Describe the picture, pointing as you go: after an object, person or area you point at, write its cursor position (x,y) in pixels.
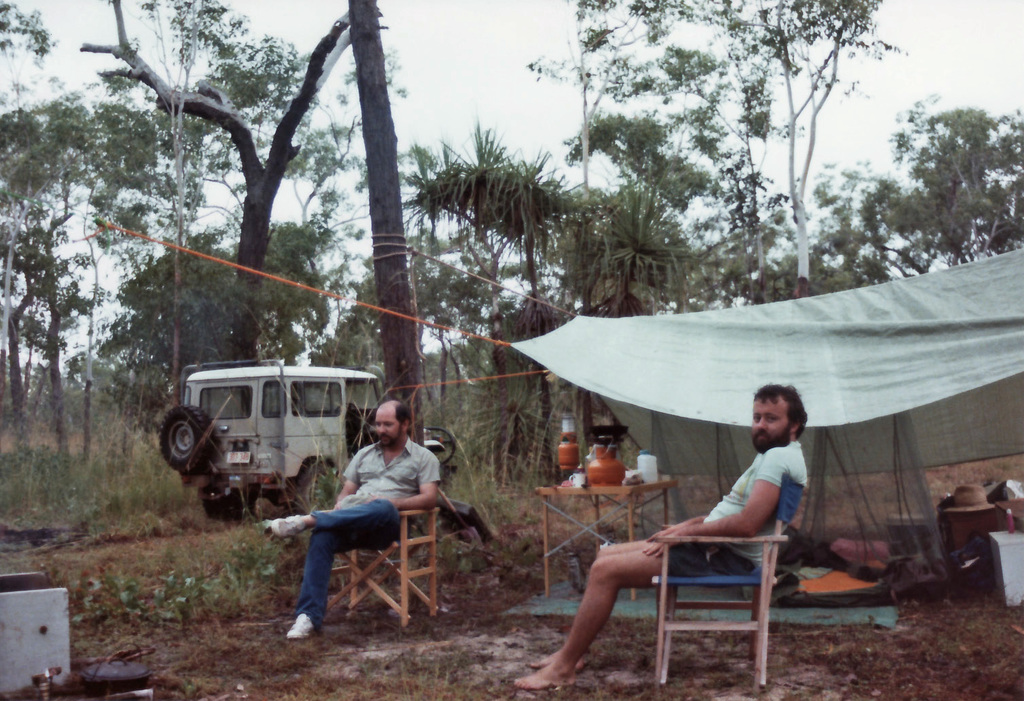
Two men (588,589) sitting in chairs (710,608) at a distance. There is a tent (685,407) under which there are cooking utensils (600,462) on table (619,487). They are located in a forest (661,250), trees (591,248) around them. There is vehicle (285,407) at a distance.
